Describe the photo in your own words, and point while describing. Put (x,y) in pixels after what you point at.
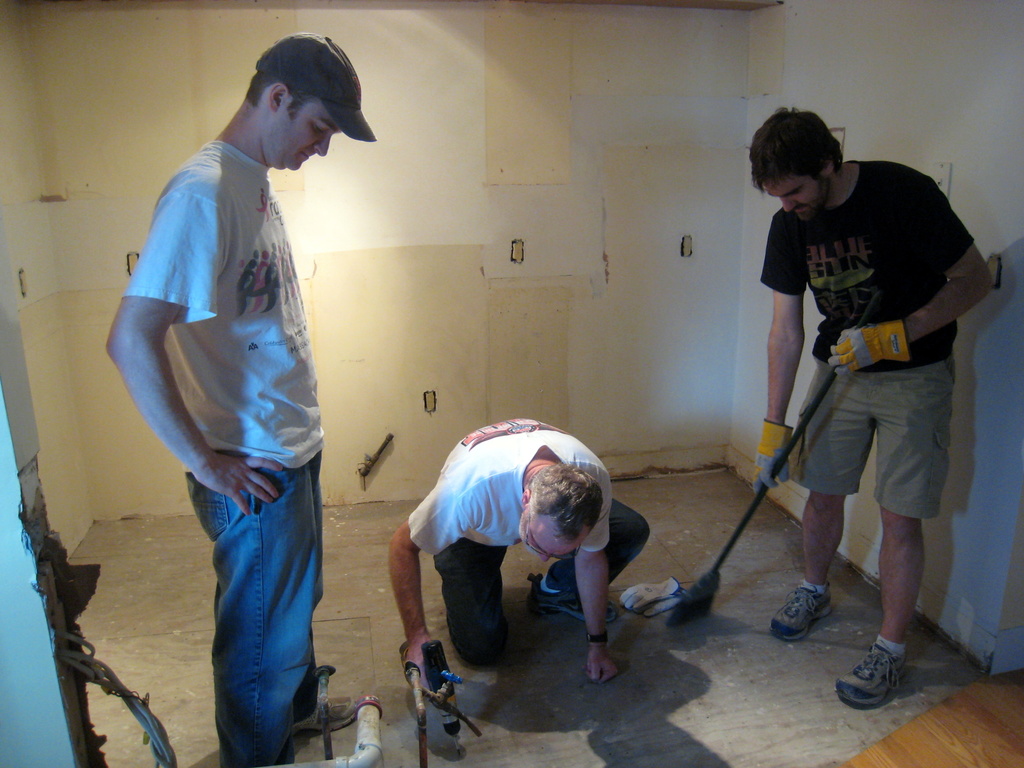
In this image we can see two persons (823,190) are standing and the right side person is holding an object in the hands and another person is in crouch position on the floor (741,717). At the bottom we can see taps (420,742) and pipe (425,730). In the background (191,123) we can see the walls (408,204).
